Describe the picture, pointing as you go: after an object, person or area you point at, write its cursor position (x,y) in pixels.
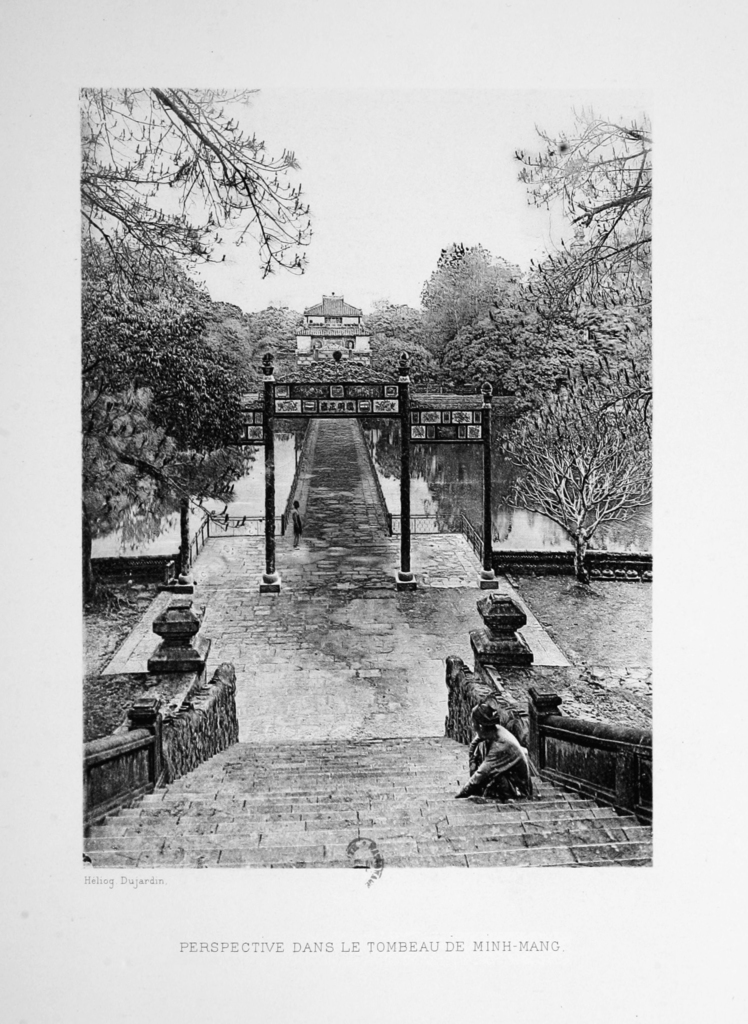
This is a black and white picture. On this poster (292,919) we can see a person (492,760), poles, boards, and trees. This is water (456,504). In the background (433,257) there is sky (447,173).
